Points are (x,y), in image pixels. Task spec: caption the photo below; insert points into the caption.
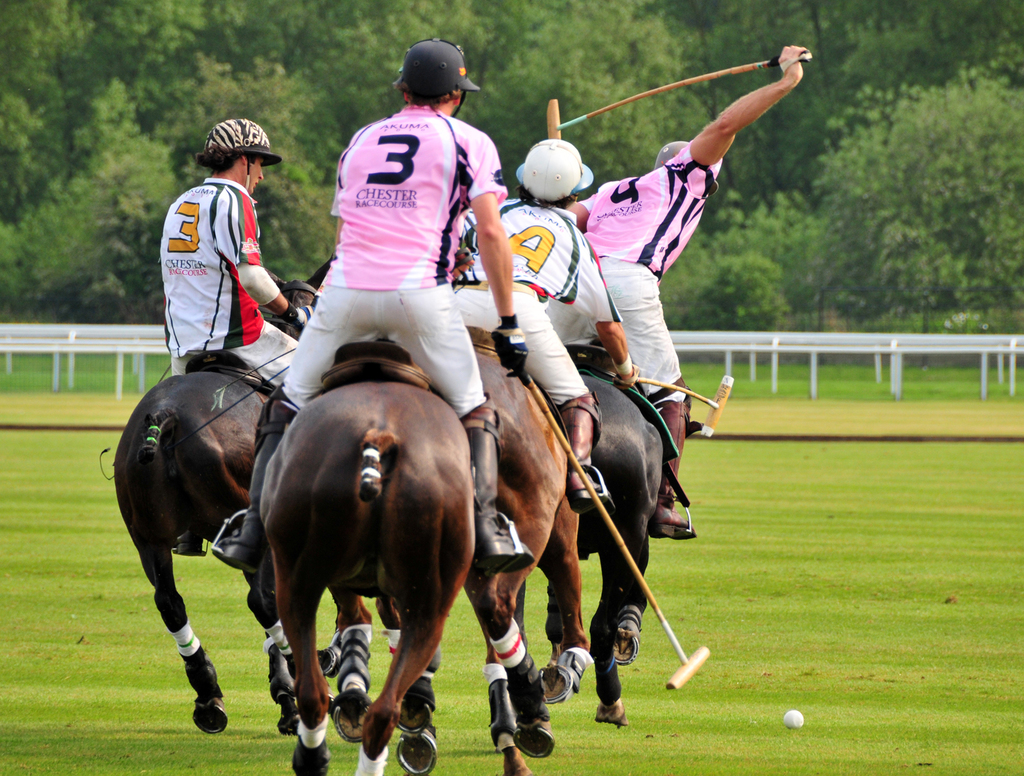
In this image there are few players (419,316) riding on the horses (332,395) are playing polo game by holding sticks (539,394) in their hands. On the surface (740,643) there is a ball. In front of them there is a metal rod fence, behind the fence (815,359) there are trees (300,151).
